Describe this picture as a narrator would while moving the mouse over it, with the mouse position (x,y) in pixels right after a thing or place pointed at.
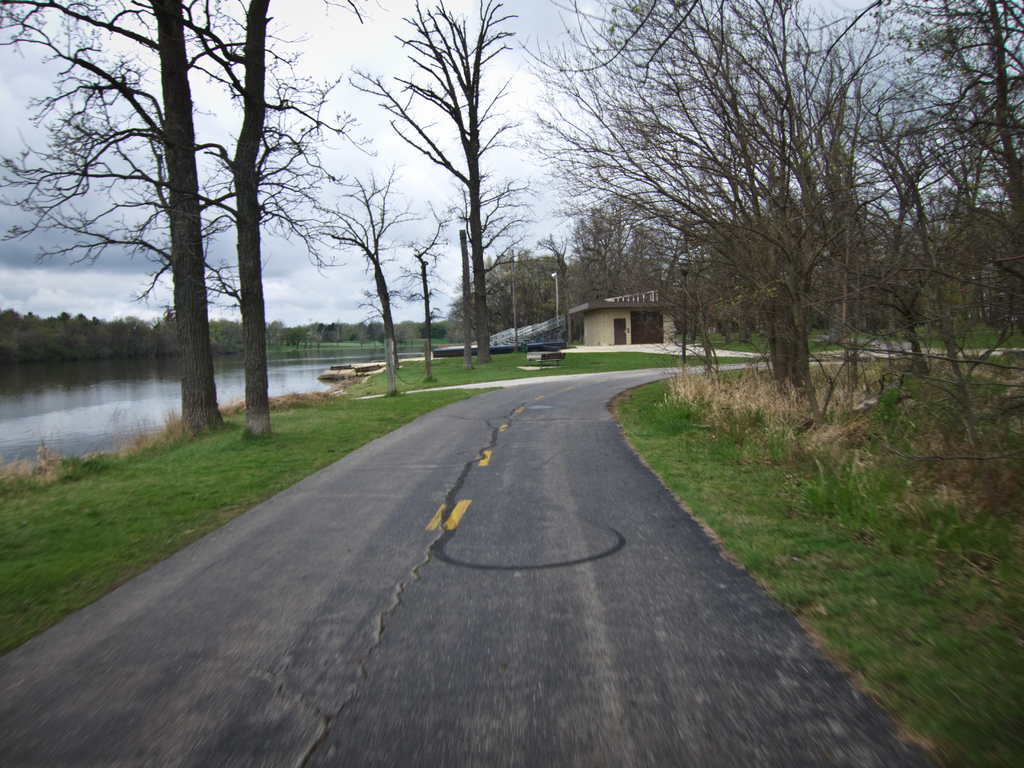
We can see road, grass (962,518) and dried trees (252,370). In the background (673,340) we can see house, poles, water (314,361), trees (304,335) and sky (318,315).
